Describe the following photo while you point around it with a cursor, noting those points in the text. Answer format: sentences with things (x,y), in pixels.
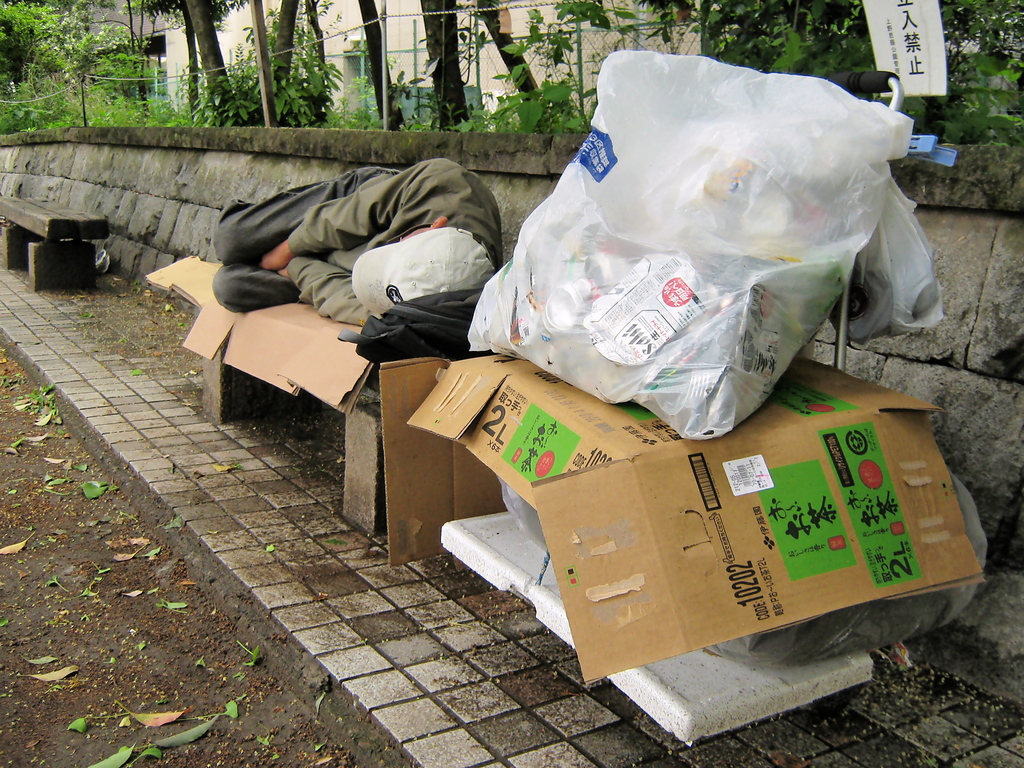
In this image we can see a person (358,294) lying on the bench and there are objects (876,495) like cardboard boxes (869,463), plastic covers (926,603) with some things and some other objects (809,693) on the pavement (769,735). We can see another bench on the left side of the image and there is a wall (198,162) and we can see some buildings (149,50) and trees (135,64) in the background (688,24).
